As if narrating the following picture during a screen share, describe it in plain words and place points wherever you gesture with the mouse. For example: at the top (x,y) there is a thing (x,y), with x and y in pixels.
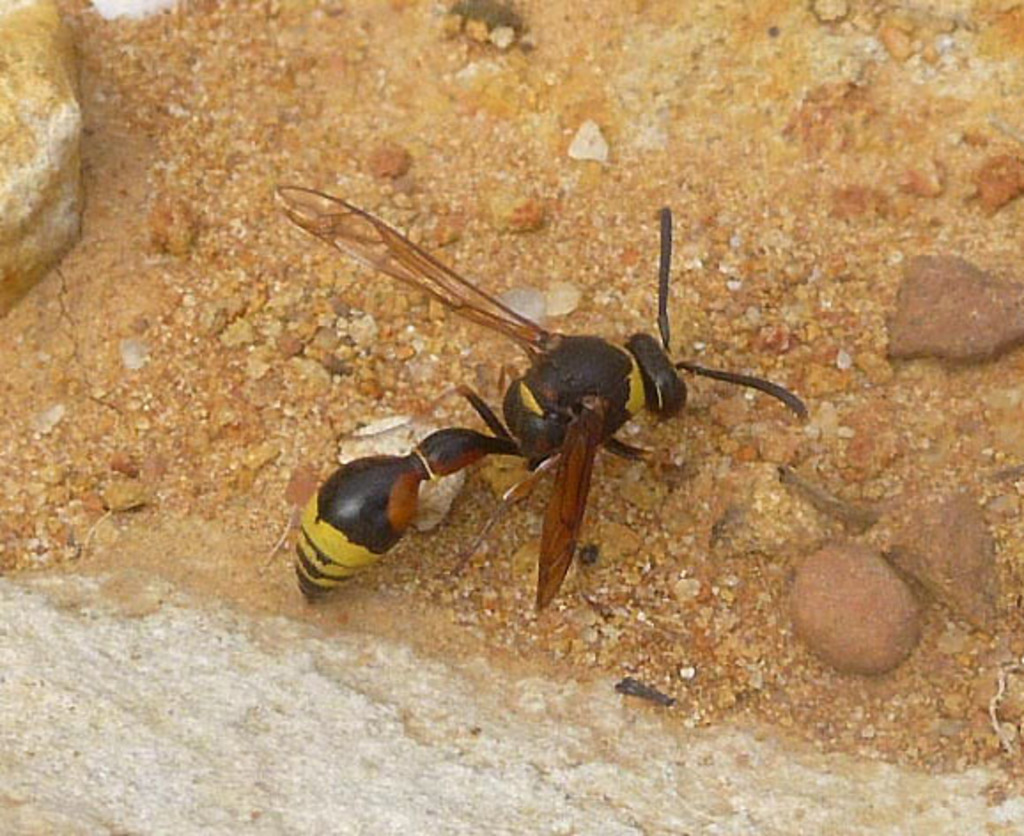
In this picture we can see an insect (724,376) on the ground (319,169) and in the background (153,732) we can see stones (860,566).
